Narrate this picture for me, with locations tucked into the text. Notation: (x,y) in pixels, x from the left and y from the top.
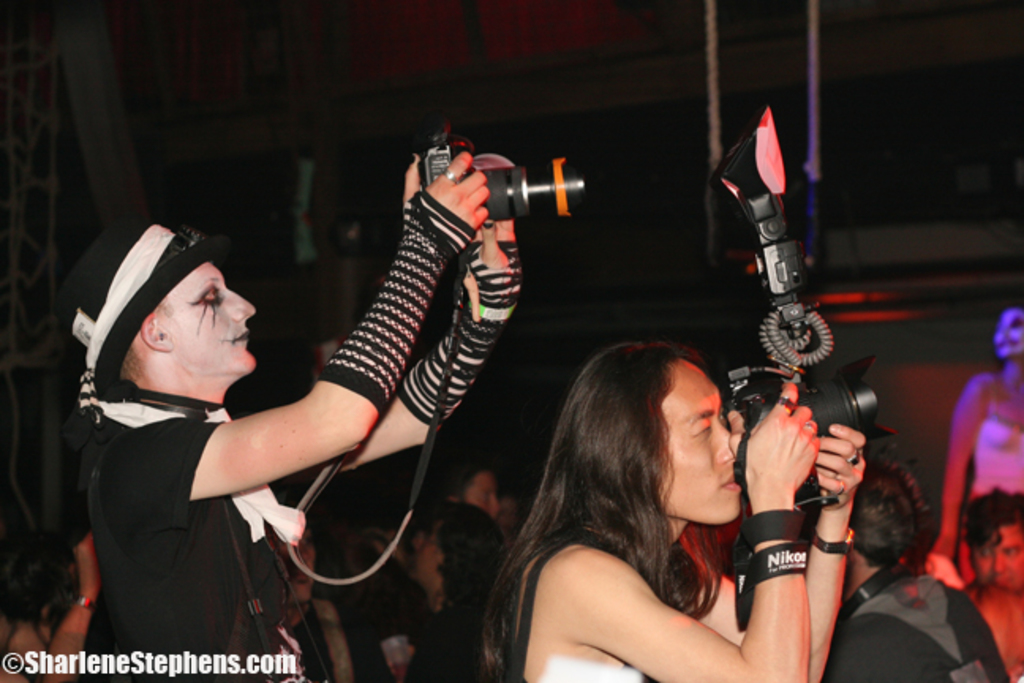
In this image I can see number of people (668,437) and here I can see two of them are holding cameras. I can also see one of them is wearing black hat (123,322) and I can see this image is little bit in dark from background (1016,243).
